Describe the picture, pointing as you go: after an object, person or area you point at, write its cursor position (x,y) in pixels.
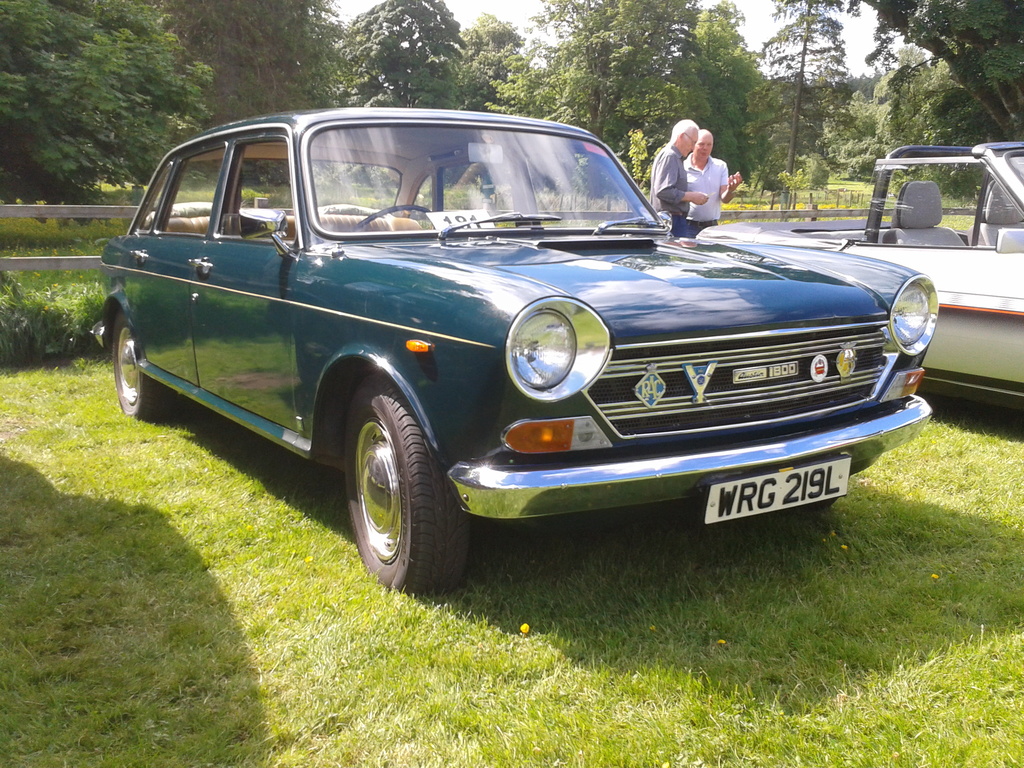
Here we can see two cars (650,469) on the grass (591,606). In the background (677,186) there are two men (673,198) standing at the cars (566,193), trees (664,60), fence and sky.
